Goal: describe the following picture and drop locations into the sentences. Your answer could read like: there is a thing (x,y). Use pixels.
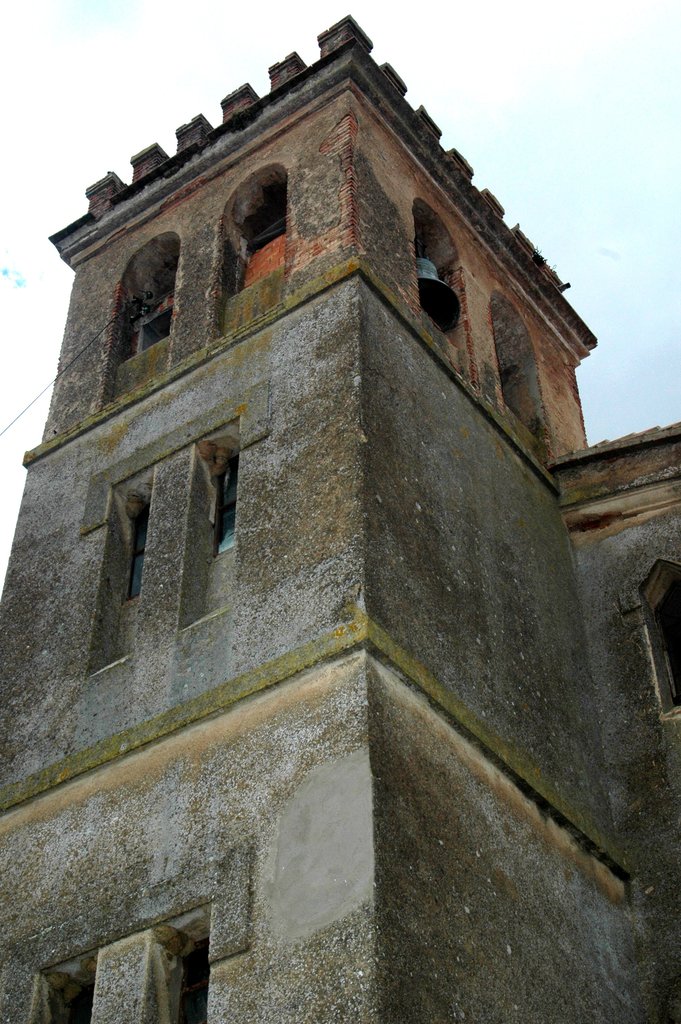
In this image we can see a building (284,556) with some windows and in the background (509,62) we can see the sky (593,52).
